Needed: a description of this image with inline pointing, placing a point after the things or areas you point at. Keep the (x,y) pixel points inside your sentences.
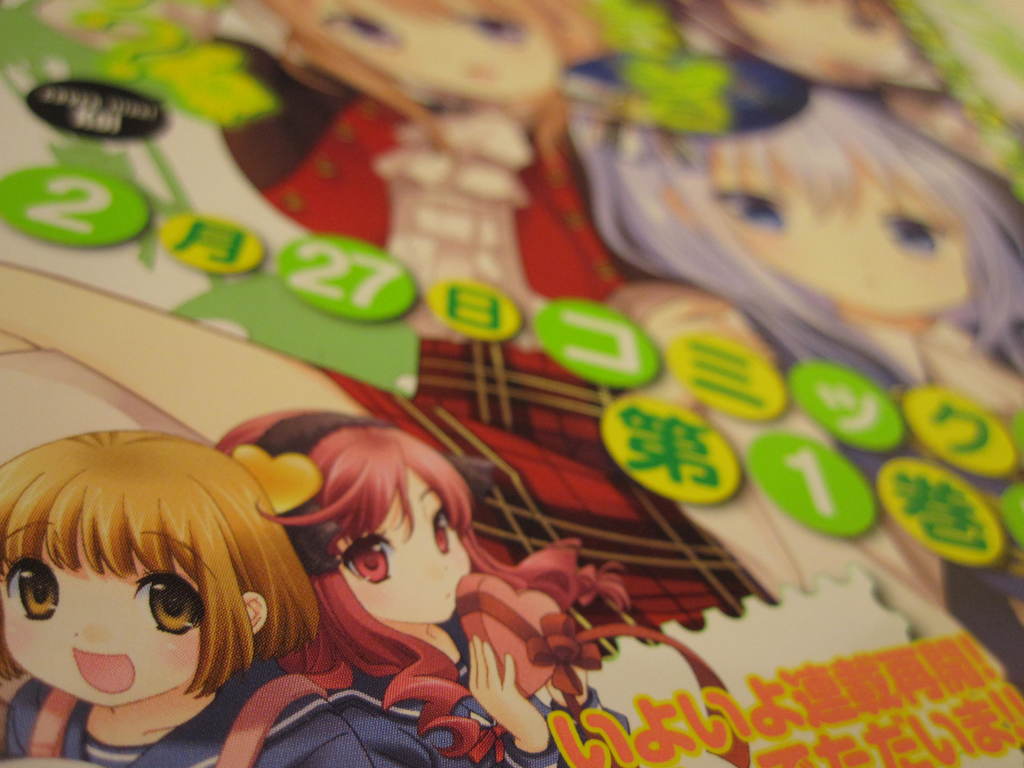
In this picture I can observe some cartoon characters (414,250). I can observe numbers (52,222) and text (904,696) in this picture.
